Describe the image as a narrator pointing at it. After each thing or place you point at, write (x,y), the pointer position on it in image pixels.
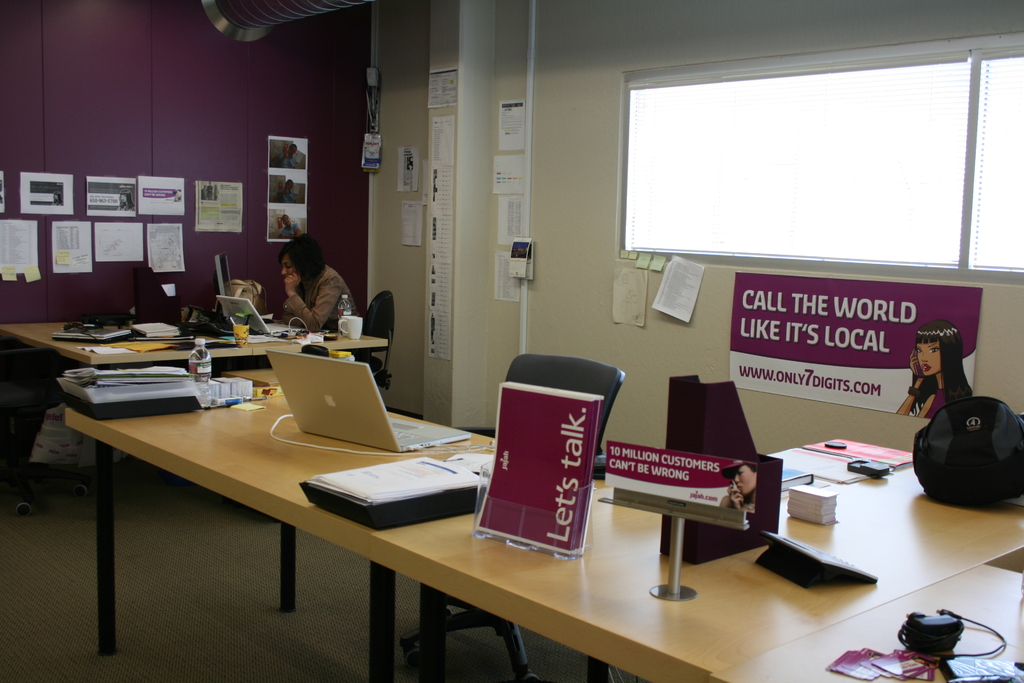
Here we can see a table (340,457) on the floor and some papers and some other objects (257,400) and laptop (312,371) and water bottle (206,364) on it, and here a woman (315,315) is sitting on the chair (368,322) and working, and here is the wall (187,192) and some papers (31,225) on it.
